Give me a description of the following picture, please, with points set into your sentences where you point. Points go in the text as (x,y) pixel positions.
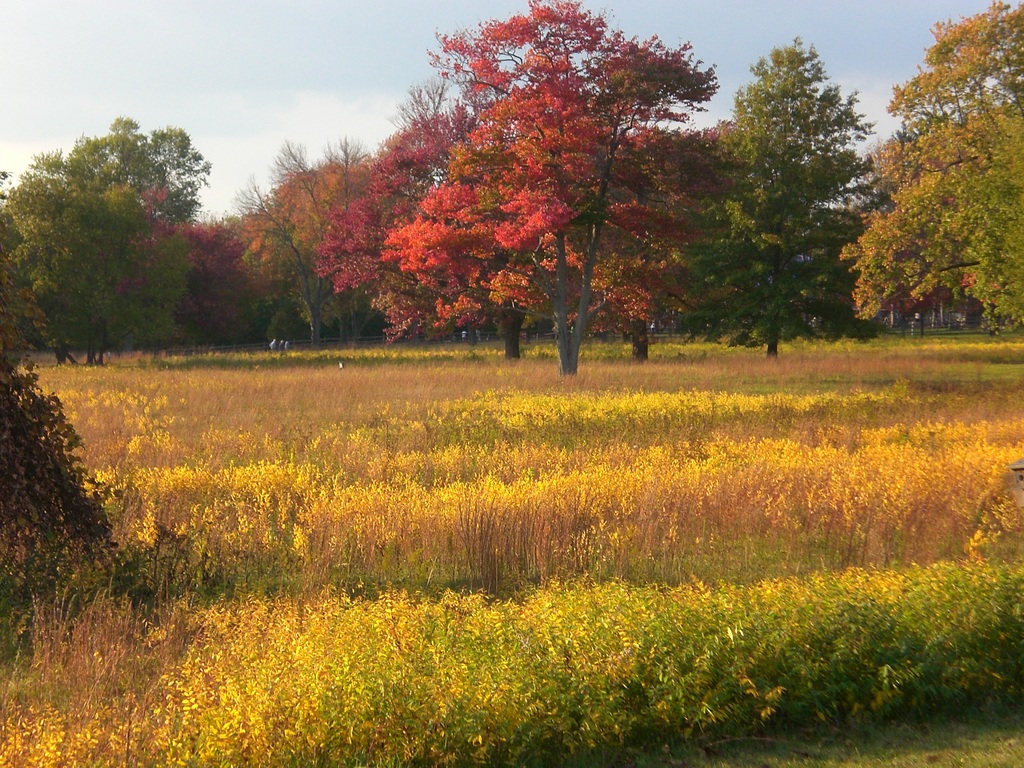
In this image, we can see some grass (205,399) and plants (390,351). There are a few trees (414,328) and some objects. We can see the sky (287,16).
